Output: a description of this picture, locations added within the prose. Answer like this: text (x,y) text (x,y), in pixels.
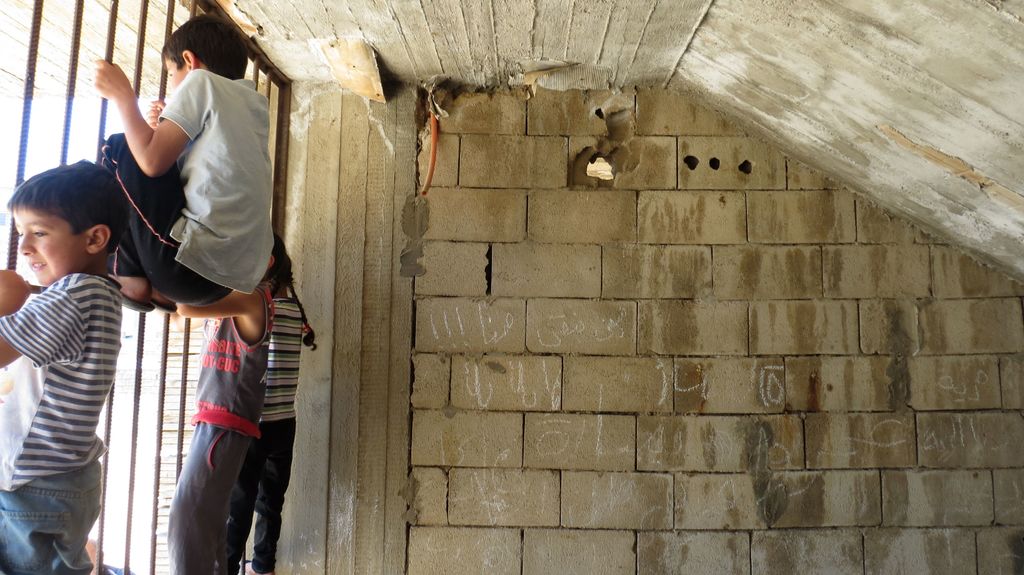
On the left side of the picture (208,248) there are kids (161,278) hanging to the grill (123,353). In the center of the picture (582,286) there is a brick wall (513,365). On the top (591,45) it is ceiling (676,37) with cement (818,81). On the wall (566,421) there is text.
